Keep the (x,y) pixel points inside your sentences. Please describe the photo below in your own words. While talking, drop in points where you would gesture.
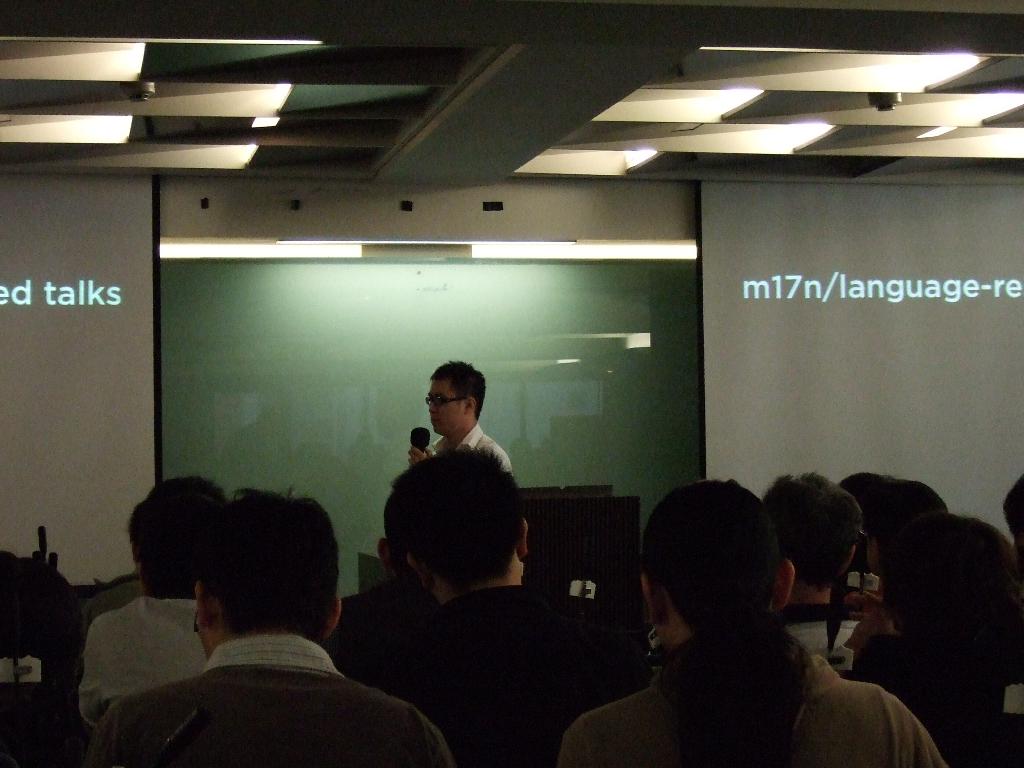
This picture is taken inside a conference hall (636,413). In this image, we can see a group of people (1016,500) sitting. In the middle of the image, we can see a man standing and holding a microphone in his hand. In the middle of the image (557,496), we can also see a monitor (546,509). In the background (189,389), we can see a screen (533,368), on the screen (599,367), we can also see green color. On the right side (1014,343) and left side (130,300), we can also see two more other screens (751,300), on which some text (952,299) is written on it. At the top (384,94), we can see a roof (466,130) with few lights (124,45).
